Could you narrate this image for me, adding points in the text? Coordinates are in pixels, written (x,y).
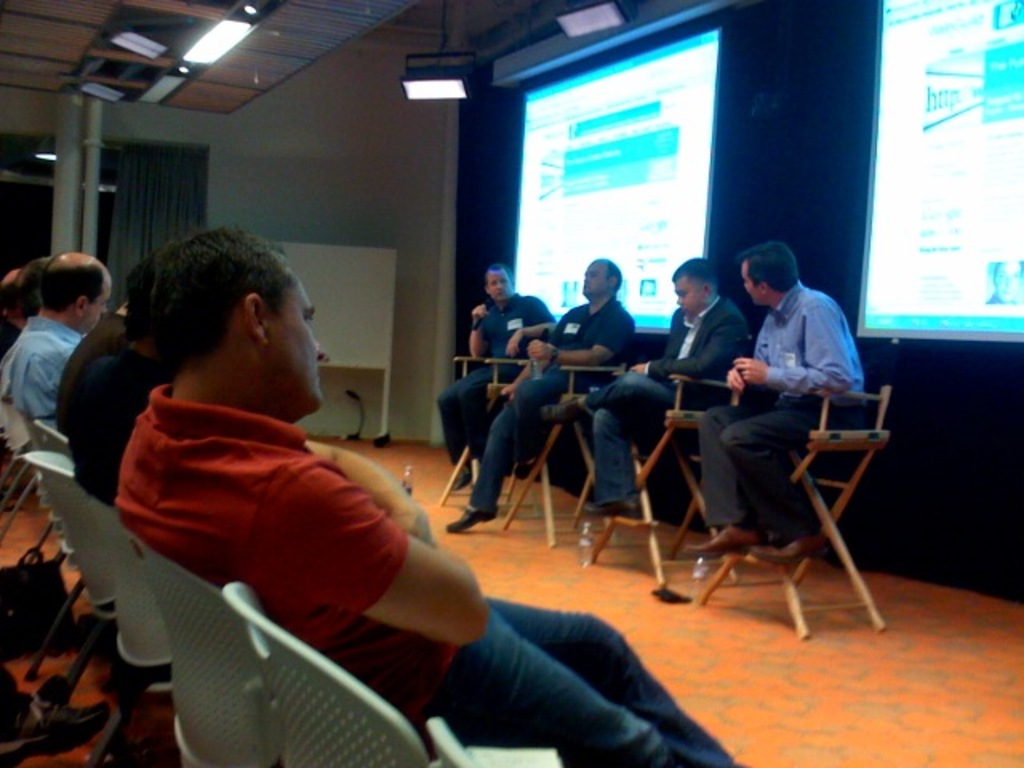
In this image i can see four persons (510,386) sitting on a chair (492,387) wearing a blue shirt (820,343) and three rest (727,327) wearing a black shirt (533,311) holding a microphone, at left (58,338) there are few other people (129,338) sitting on a chair (242,643) at right (935,177) there are two screens (935,177) and the back ground (765,61) is black in color in the back (195,187) there is an ash curtain (181,187) and a pole (76,190) at the top (186,69) there is a light (219,38).
